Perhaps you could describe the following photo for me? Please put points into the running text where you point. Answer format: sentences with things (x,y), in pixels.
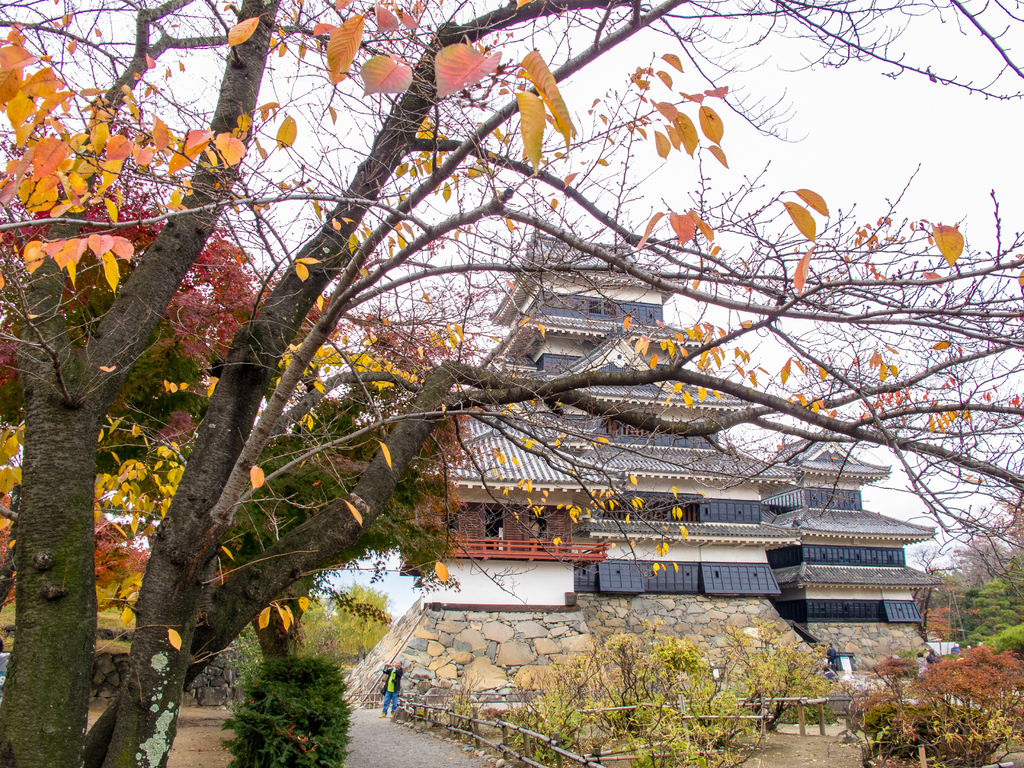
In this image on the left side (241,406) we can see a tree (334,307). In the background (466,501) we can see buildings (490,653), few persons (386,703), windows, fences (402,700), plants (955,727), trees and sky (497,302).
